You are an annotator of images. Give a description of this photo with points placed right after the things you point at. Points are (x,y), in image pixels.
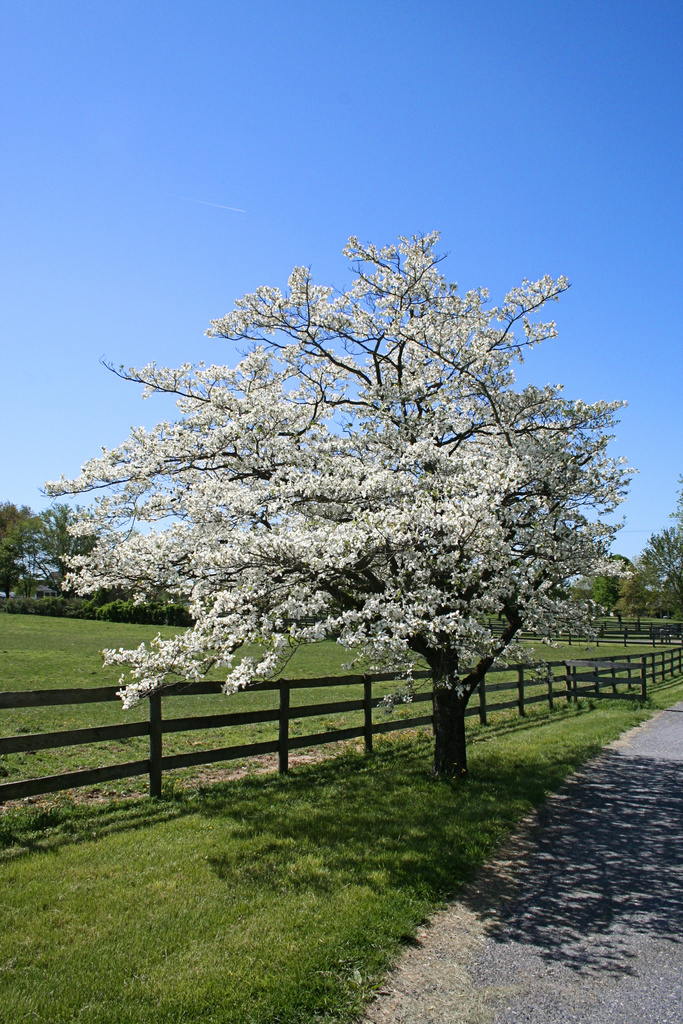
In the image we can see a tree (336,485), fence (278,715), road (593,969), grass (285,891) and a sky (309,156).
